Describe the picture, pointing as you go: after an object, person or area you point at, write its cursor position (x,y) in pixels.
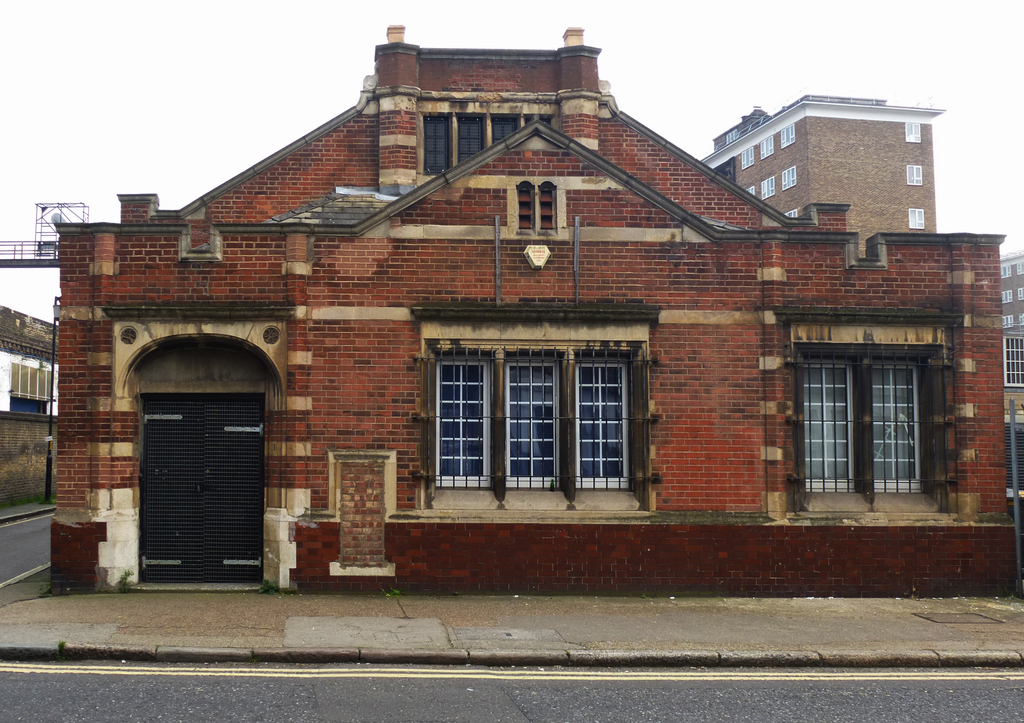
In the image we can see there are buildings (518,401) and these are the windows (602,439) of the buildings (479,423). This is a door (222,485), footpath (601,616), road (637,672), pole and a white sky (48,311).
